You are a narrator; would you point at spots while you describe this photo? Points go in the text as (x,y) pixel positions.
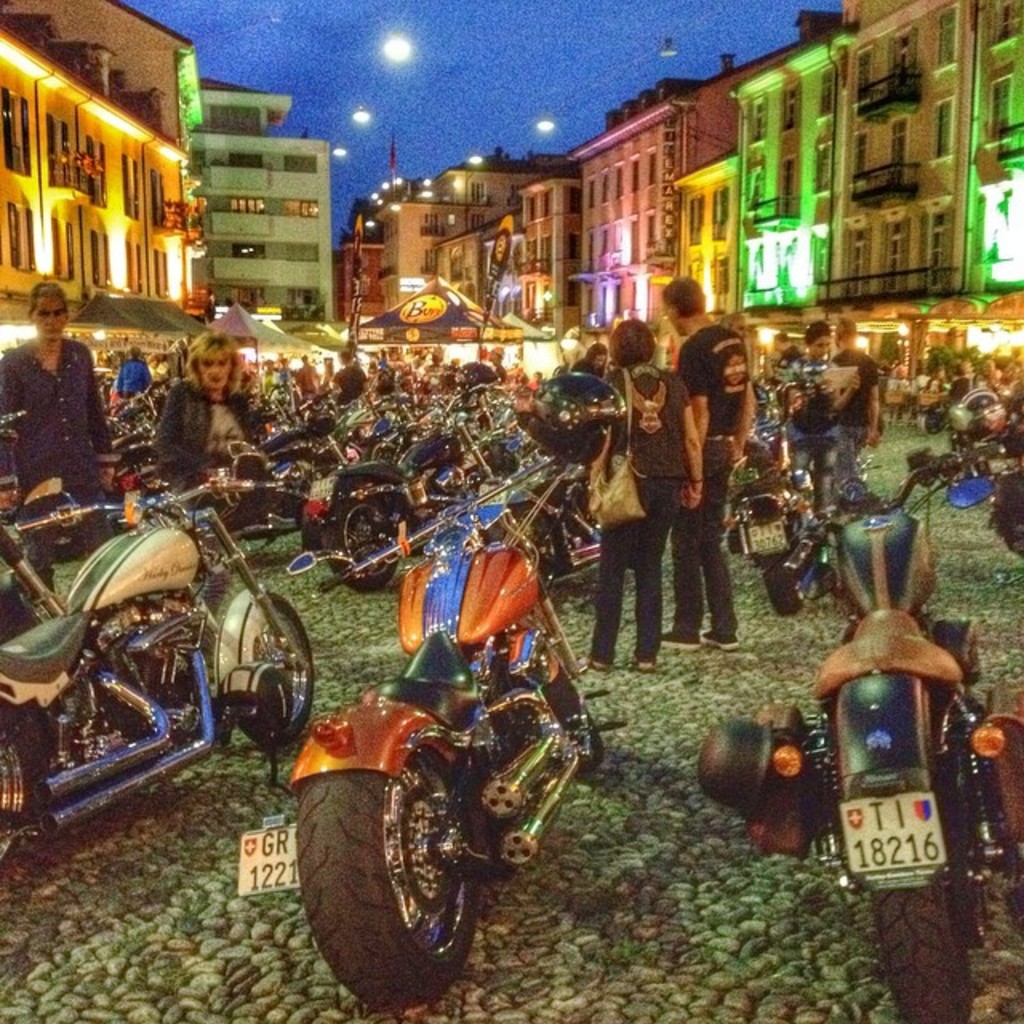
These are the motorbikes (379,552), which are parked. I can see few people (658,482) standing. These are the buildings (506,211) with windows (290,202). I think these are the street lights (415,187). I can see the canopy tents (339,330).
